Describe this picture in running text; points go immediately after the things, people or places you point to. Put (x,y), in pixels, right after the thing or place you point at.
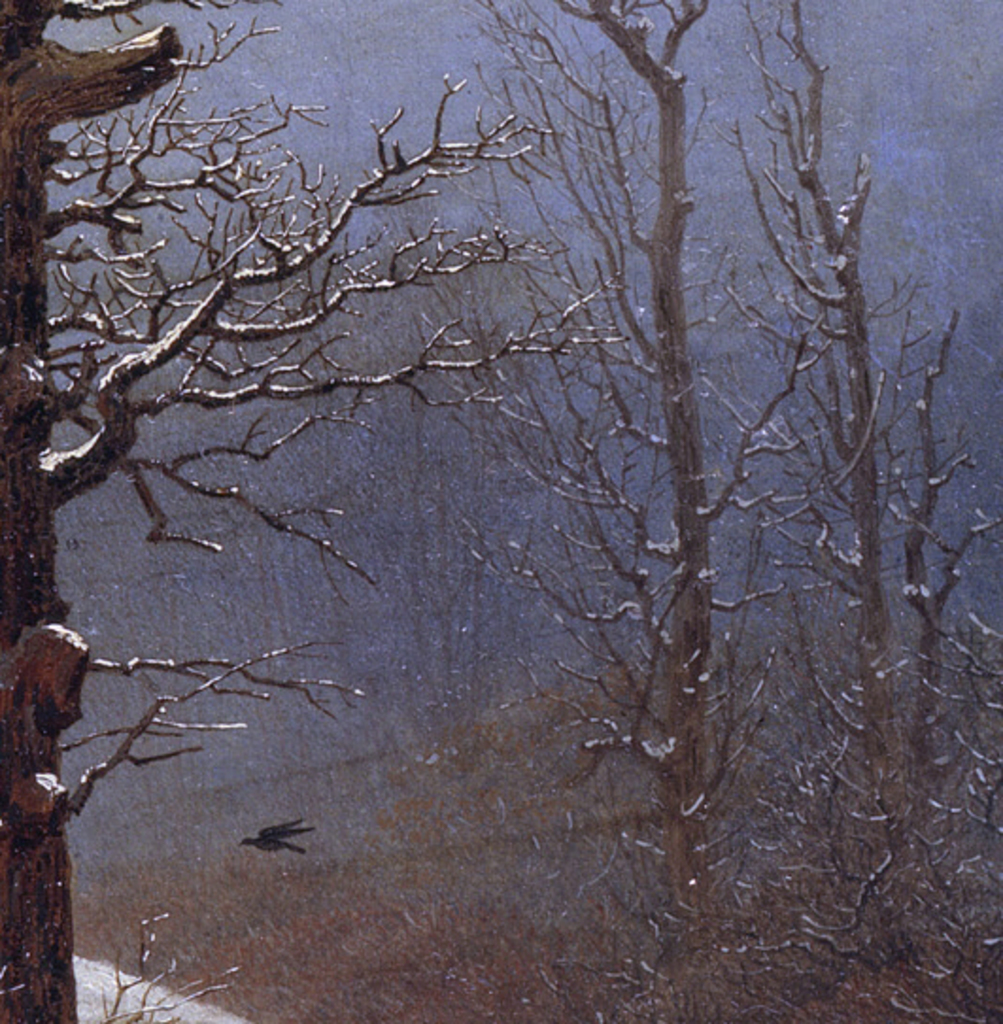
In the center of the image (375,563) we can see the sky (436,468), trees (616,556), one bird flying etc.
